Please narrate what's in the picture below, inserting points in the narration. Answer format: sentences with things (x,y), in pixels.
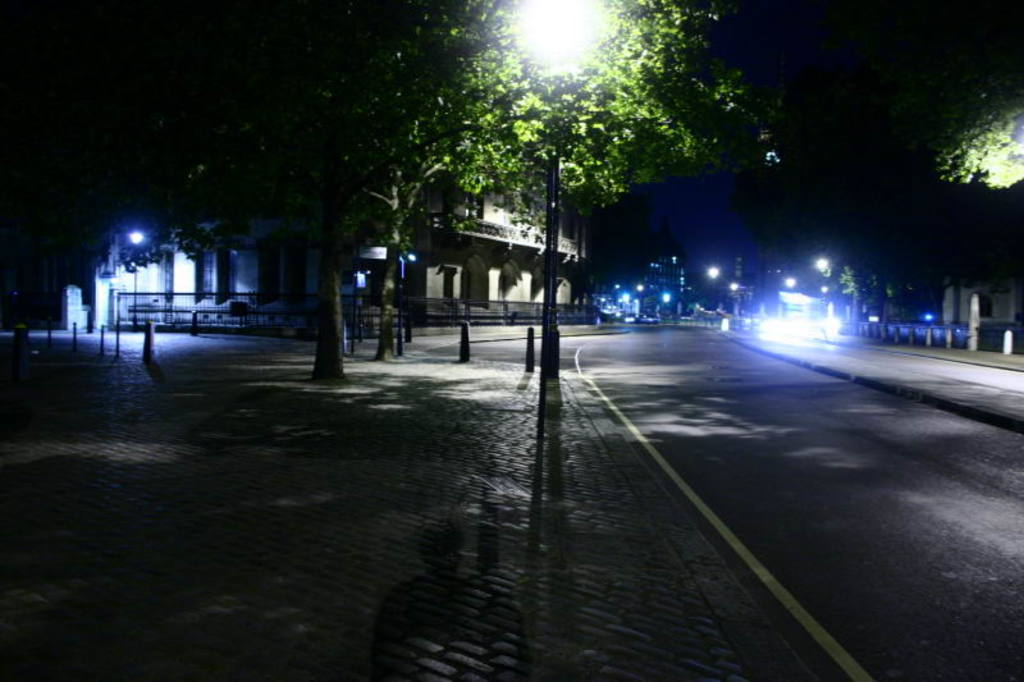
In this picture there are buildings (237,267) and poles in the image and there are trees (426,89) at the top side of the image (486,121), it seems to be the picture is captured during night time.
